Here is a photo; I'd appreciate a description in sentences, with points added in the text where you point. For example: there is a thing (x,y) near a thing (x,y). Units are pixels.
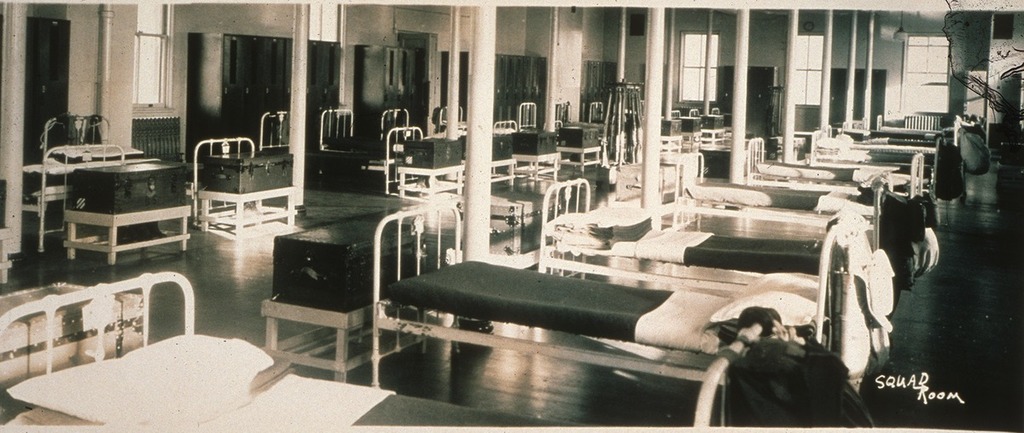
In this picture there are few beds (516,341) which has a pillow (221,407) on it and there is a wooden box (128,337) beside it and there are some other objects (248,68) in the background (450,106).
